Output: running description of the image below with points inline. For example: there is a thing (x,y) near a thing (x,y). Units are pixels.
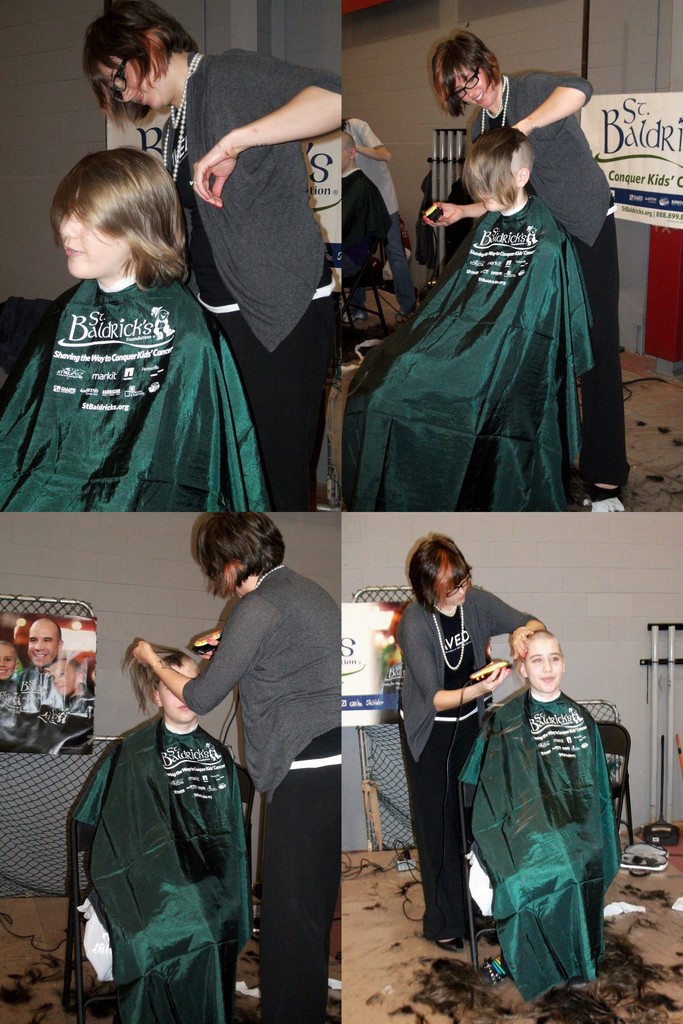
In this image we can see a collage image. In those images we can see few persons (509,228). In the top right (588,125) and top left of the image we can see a banner (672,125) behind the persons (579,156). In the bottom left (56,770) and bottom right (671,746) we can see few objects (405,810) behind the persons (451,770).
